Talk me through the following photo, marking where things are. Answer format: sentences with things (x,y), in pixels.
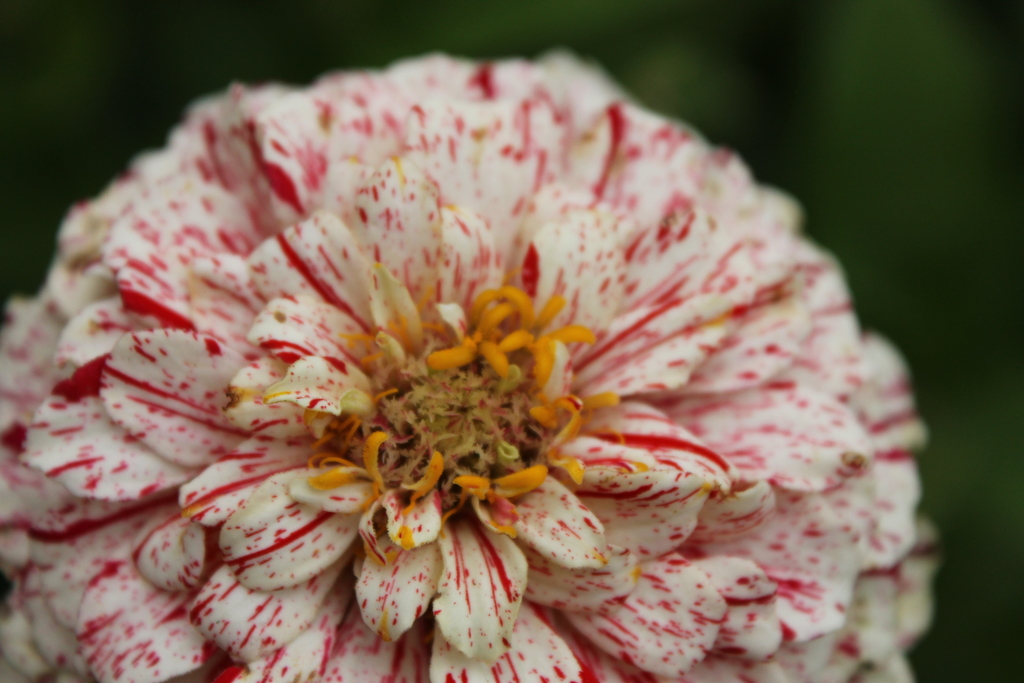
In this image we can see a flower (488,414). The background of the image (109,104) is blur.
